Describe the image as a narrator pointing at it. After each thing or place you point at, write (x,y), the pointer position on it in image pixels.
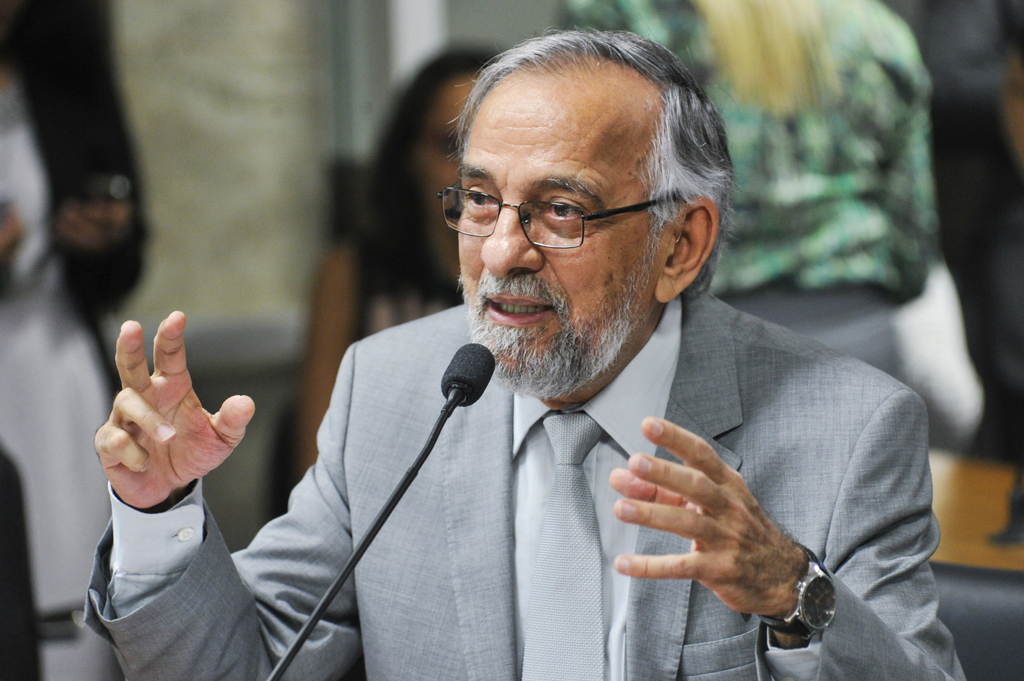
Here in this picture we can see an old person (498,365) in a grey suit (452,432), speaking something in the microphone (480,371) present in front of him and we can see he is wearing spectacles (564,225) on him and behind him also we can see some people (129,161) sitting and standing over there.
